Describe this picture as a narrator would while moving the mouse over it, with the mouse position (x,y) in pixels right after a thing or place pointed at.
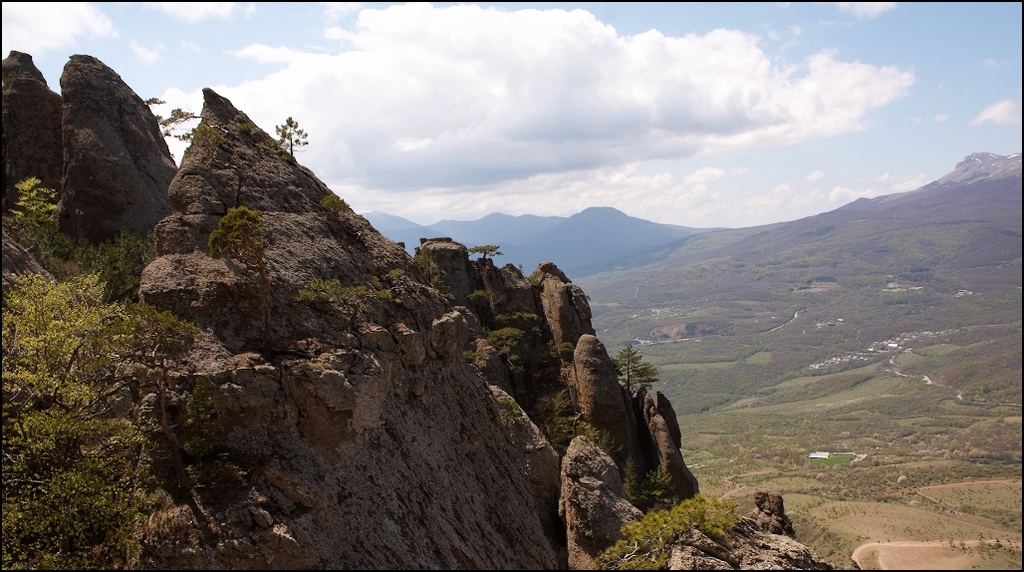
In this image we can see a group of trees (601,436) and some plants (633,561) on the hills (597,456). On the backside (782,456) we can see a valley (834,455), a group of trees (789,456), the mountains (712,245) and the sky (732,154) which looks cloudy.
